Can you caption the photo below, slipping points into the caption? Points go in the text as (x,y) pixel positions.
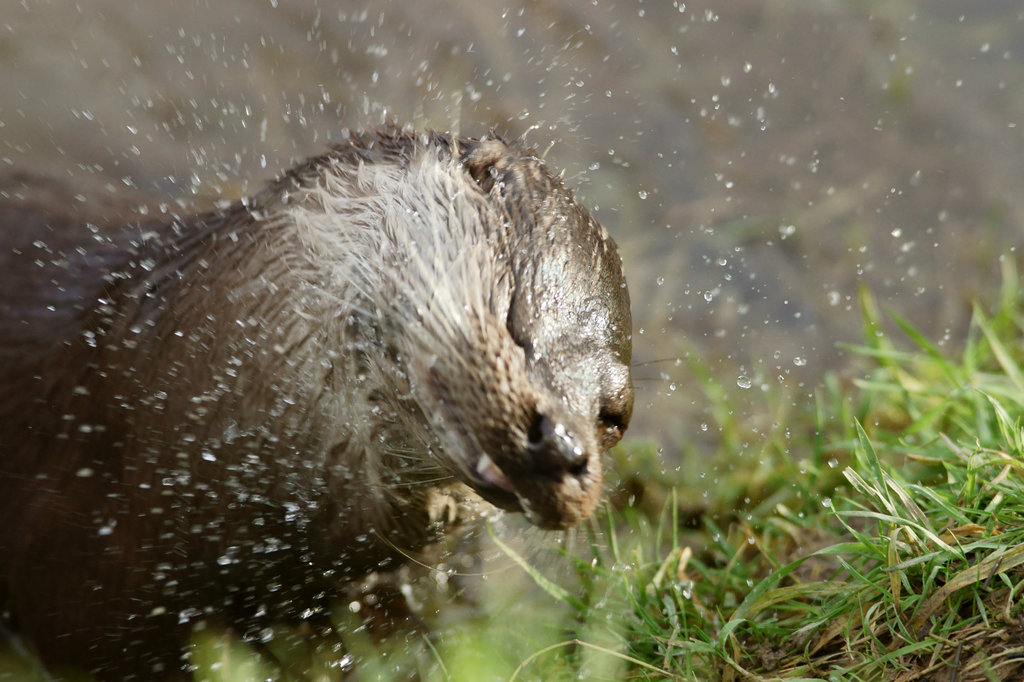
The picture consists of a otter (439,312). On the right (861,596) it is grass (901,562). Around the otter (218,436) there are water droplets (320,84). The background (300,93) is grey-brown.
